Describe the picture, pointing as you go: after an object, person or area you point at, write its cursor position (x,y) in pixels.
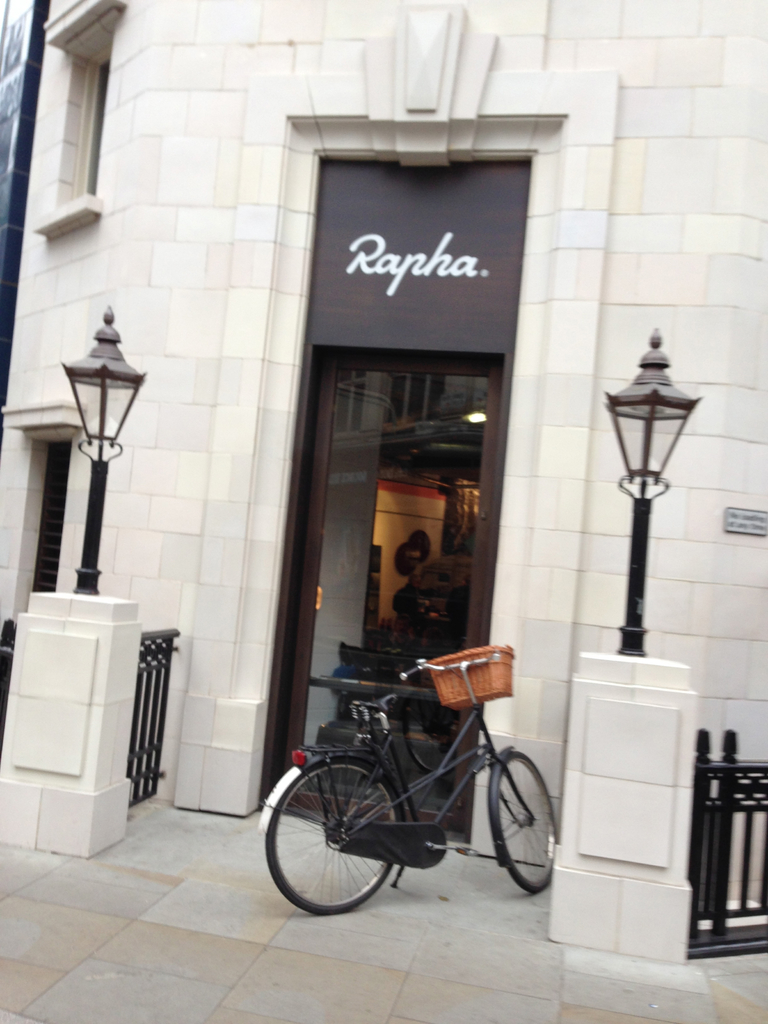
In this picture there is a bicycle (517,766) which is parked near to the gate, fencing (704,784) and the street lights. At the top (454,86) we can see the building (737,385). In the center (311,385) there is a door (478,479). In the top left corner (102,117) there is a window (82,132).
